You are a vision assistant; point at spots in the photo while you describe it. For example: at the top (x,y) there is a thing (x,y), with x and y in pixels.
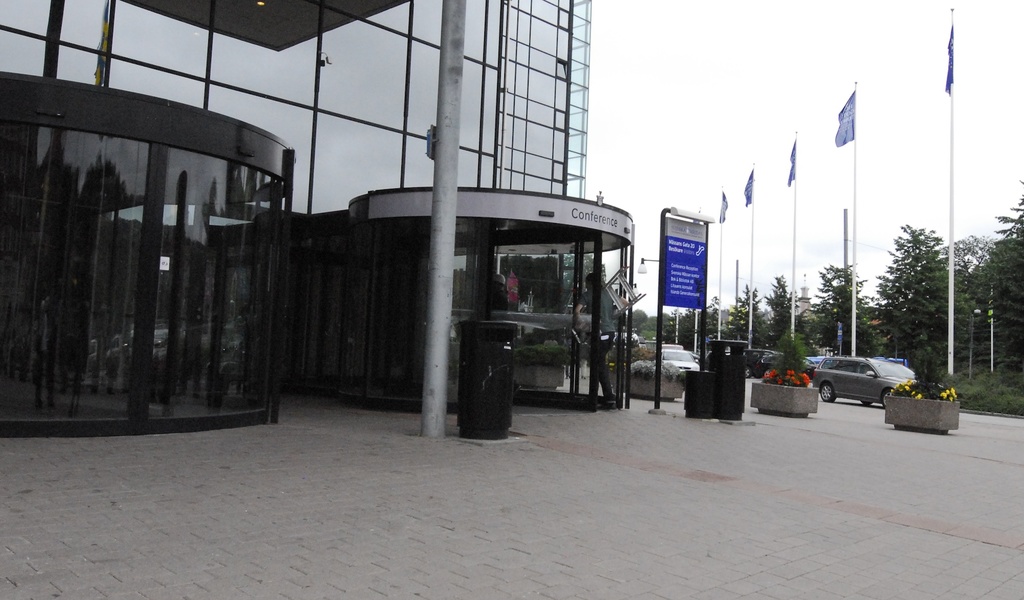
In the image there is a building (184,210) covered with glass panels (357,279) on the left side (109,215) with vehicles (844,391) going on the road (880,408) followed by trees (756,322) in the background (986,295) along with flags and above its sky (787,73).
